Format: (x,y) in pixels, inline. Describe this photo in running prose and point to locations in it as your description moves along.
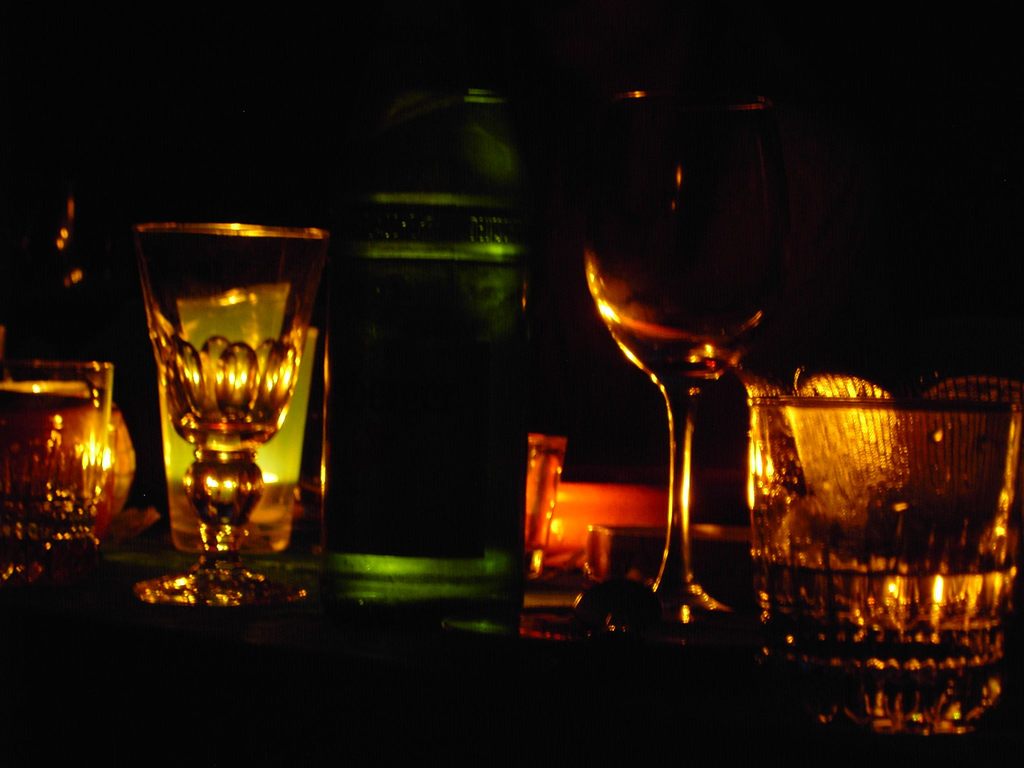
In this picture we can see some glasses (212,495) and bottles (377,507) which are on the surface (0,651).
